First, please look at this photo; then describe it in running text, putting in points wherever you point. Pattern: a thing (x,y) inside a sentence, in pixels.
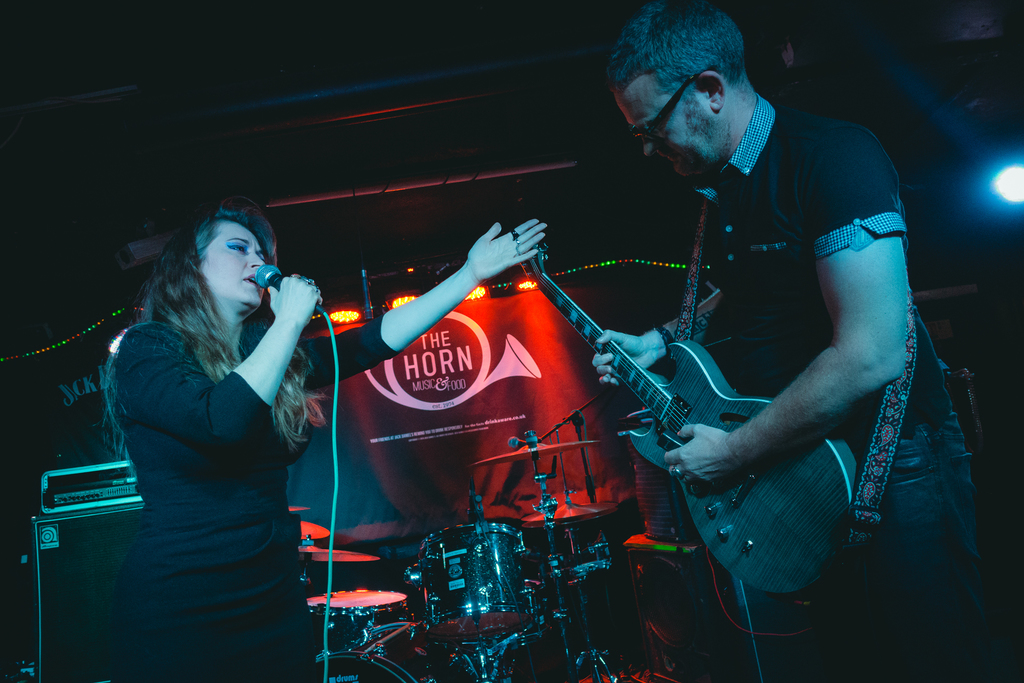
In this image there are the two persons (792,405) visible on the right side (778,418) a person (778,420) holding a guitar (670,421), on the left side (157,416) a woman (235,286) holding a mike (271,282), on the middle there are musical instrument (575,559) kept and back side there is a hoarding board (474,340).
